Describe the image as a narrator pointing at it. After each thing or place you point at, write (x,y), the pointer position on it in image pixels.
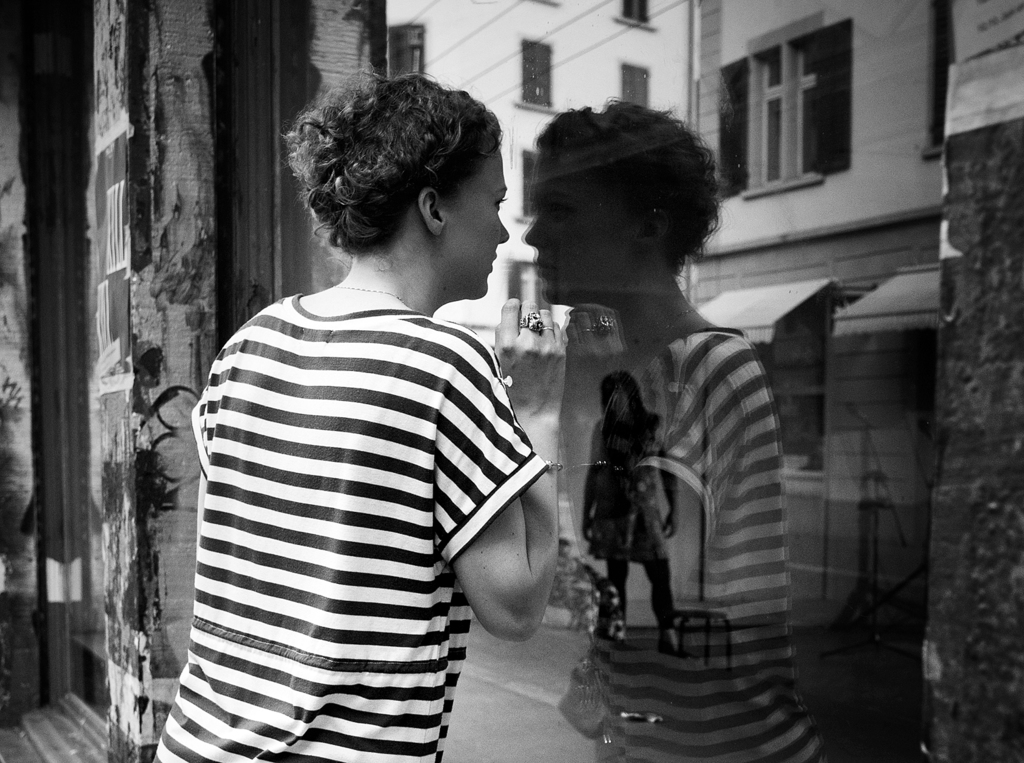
In this image, we can see a woman (358,423) is there near the glass wall (692,376). On the glass (683,300), we can see some reflections (767,246). Here we can see a building (663,99), windows (777,99). Here we can see a woman (638,509) is standing. Left side of the image (107,313), we can see few posters (120,376) on the wall (178,500).
